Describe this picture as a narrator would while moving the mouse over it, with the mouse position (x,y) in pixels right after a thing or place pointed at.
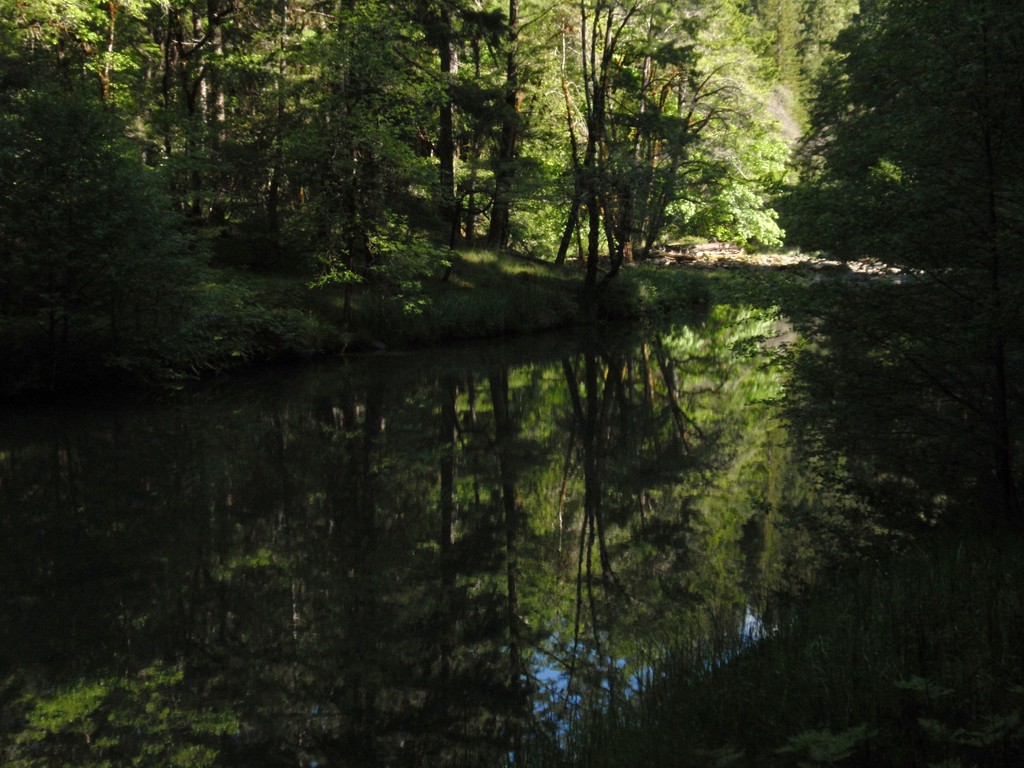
In this picture I can see there are some trees (926,514) and there is a pond (772,612) here and there are some plants (305,285) and trees (736,86). This part is covered with sunlight (821,264).
